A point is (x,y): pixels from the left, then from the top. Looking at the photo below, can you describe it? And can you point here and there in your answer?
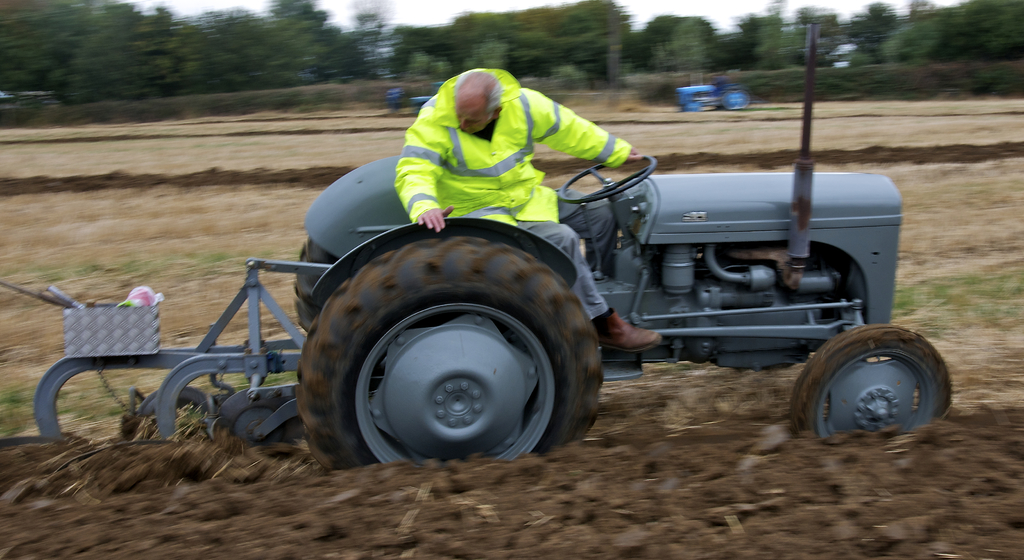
This image is taken outdoors. At the bottom of the image (705,482) there is a ground (946,307) with grass (905,171) on it. In the background (769,79) there are many trees (931,63). In the middle of the image (401,187) a tractor (673,229) is moving on the ground (774,417) and a man (609,143) is sitting in the tractor (899,218).
